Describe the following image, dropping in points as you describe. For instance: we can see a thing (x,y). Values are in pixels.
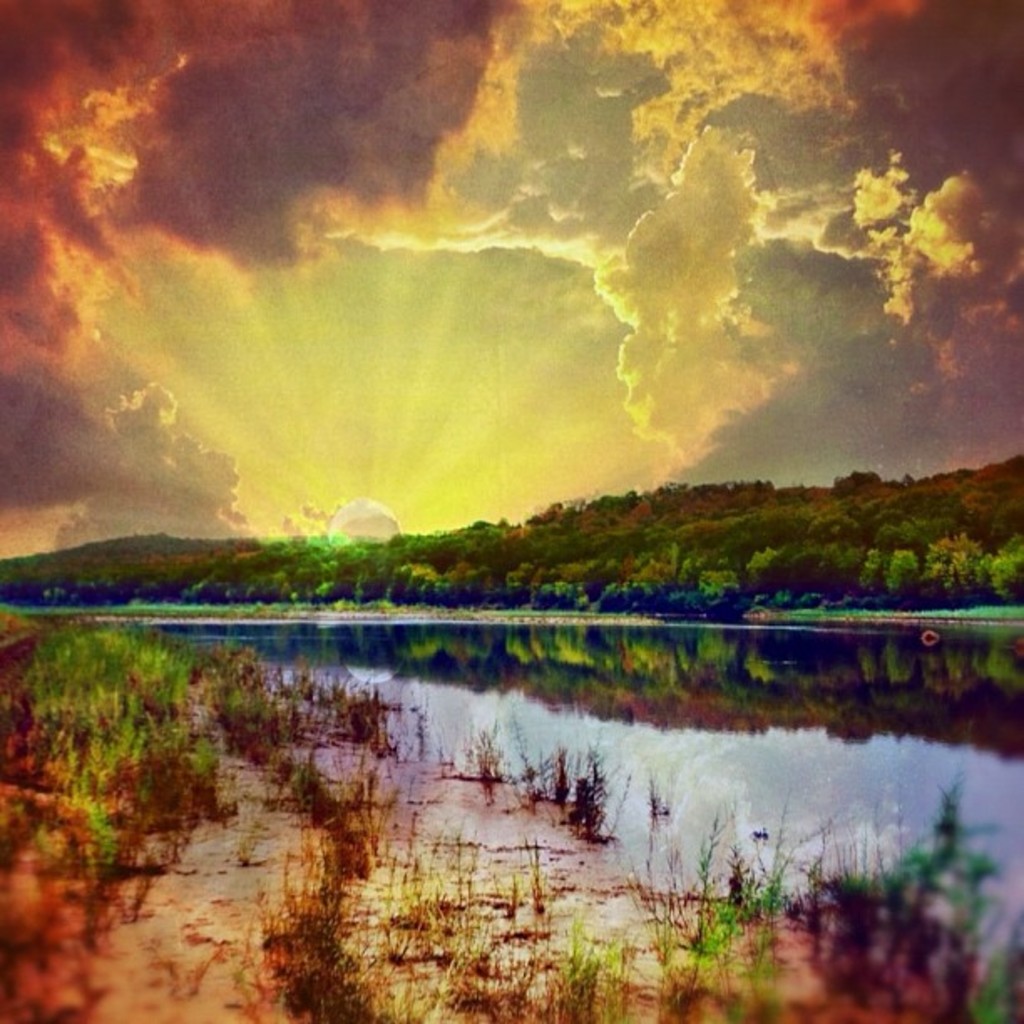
In this image, we can see a river (821,757) and there is water (418,665), there are some plants (120,638) and trees (716,576), at the top (500,252) there is a sky (579,192) and there are some clouds (622,157).
